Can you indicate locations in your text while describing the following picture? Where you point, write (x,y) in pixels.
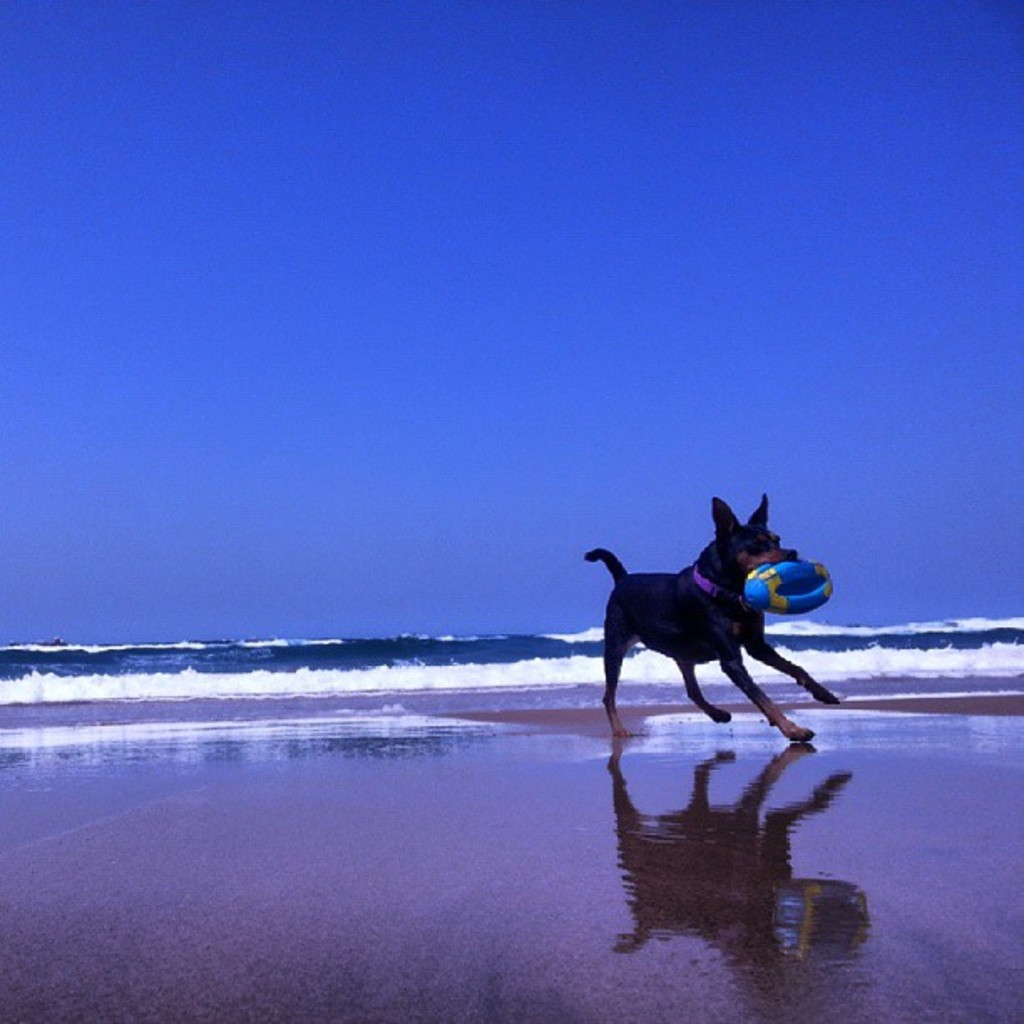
In the center of the image (612,652) we can see ball (790,584) and dog (681,600) at the sea shore (640,723). In the background (374,666) we can see water (193,662) and sky (424,235).
